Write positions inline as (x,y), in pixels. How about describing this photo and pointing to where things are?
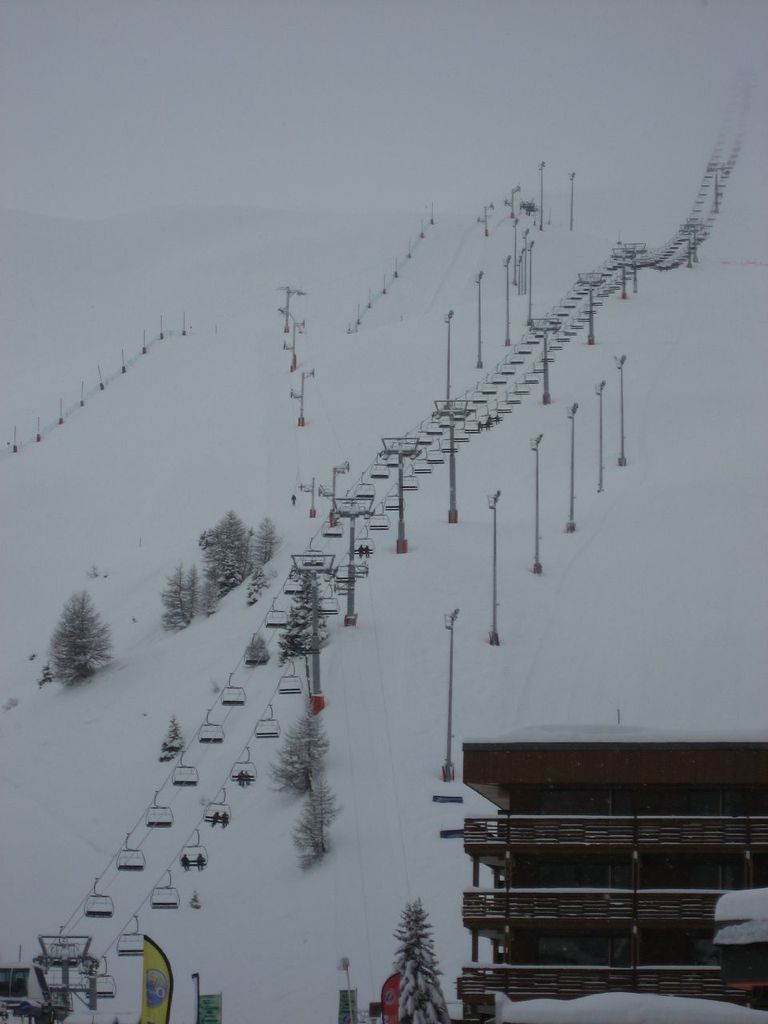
In this image we can see the ground (672,597) full of snow (678,437), some poles (621,387) with lights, one building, some snow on the building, some poles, some trees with snow (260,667), one object (7,985) in the snow (635,994), two objects (741,942) with snow (623,1010) on the right side of the image (542,1020), some banners (388,997), some poles (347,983) with wires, some people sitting on the ropeway (121,931) and there are so many ropeways (103,985).
